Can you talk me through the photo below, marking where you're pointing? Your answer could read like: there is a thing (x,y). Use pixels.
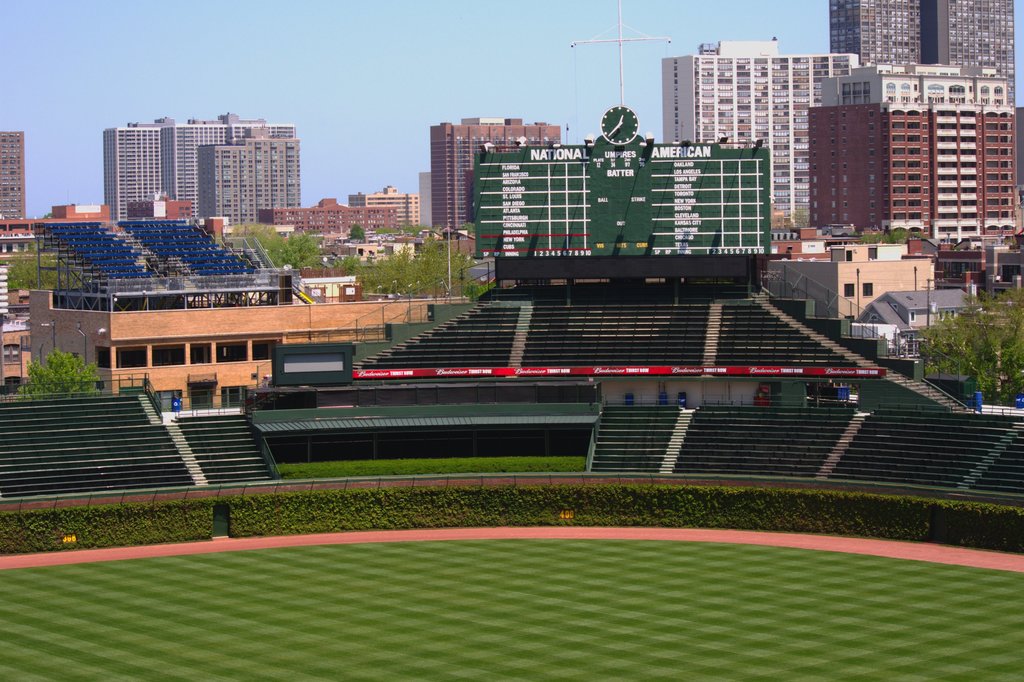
In the center of the image (368,236) we can see the sky (659,128), buildings (832,125), trees (989,341), one board (674,191) with a clock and some text (606,200), staircases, fences (860,490), plants (848,501), poles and a few other objects (664,351).
